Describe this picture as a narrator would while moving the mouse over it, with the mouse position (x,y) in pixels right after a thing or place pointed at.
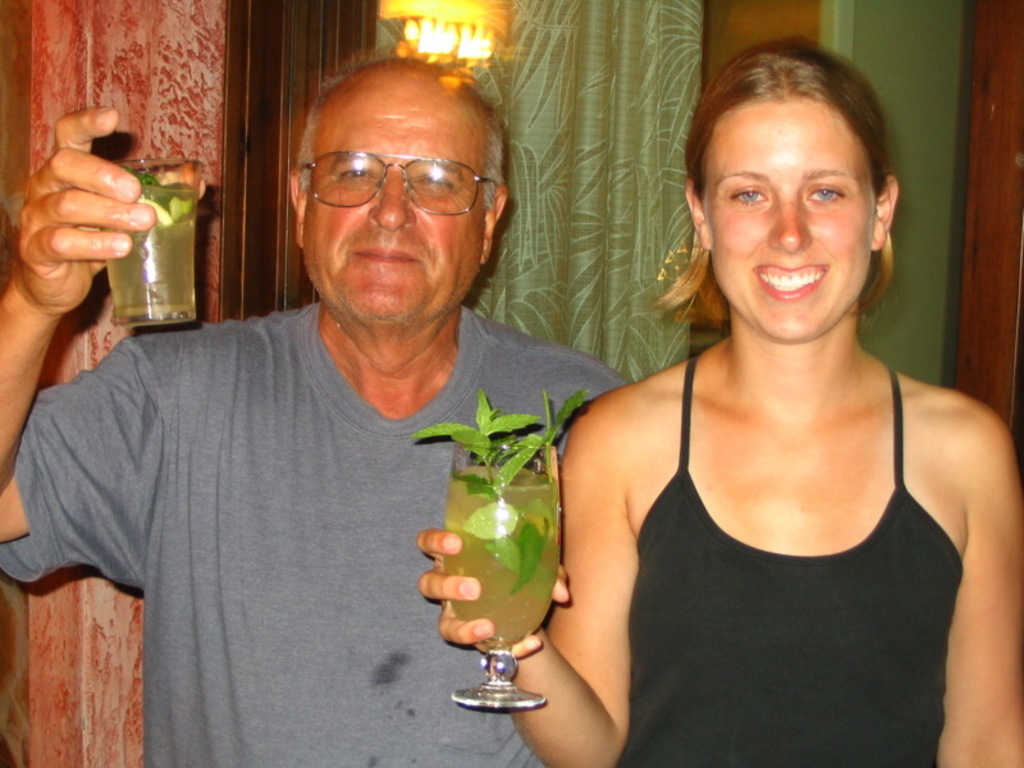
In this image we can see man (540,422) and a woman (774,373) standing and holding beverage glasses (510,571) in their hands (454,590). In the background (488,83) we can see door (307,13) and curtains (562,135).
